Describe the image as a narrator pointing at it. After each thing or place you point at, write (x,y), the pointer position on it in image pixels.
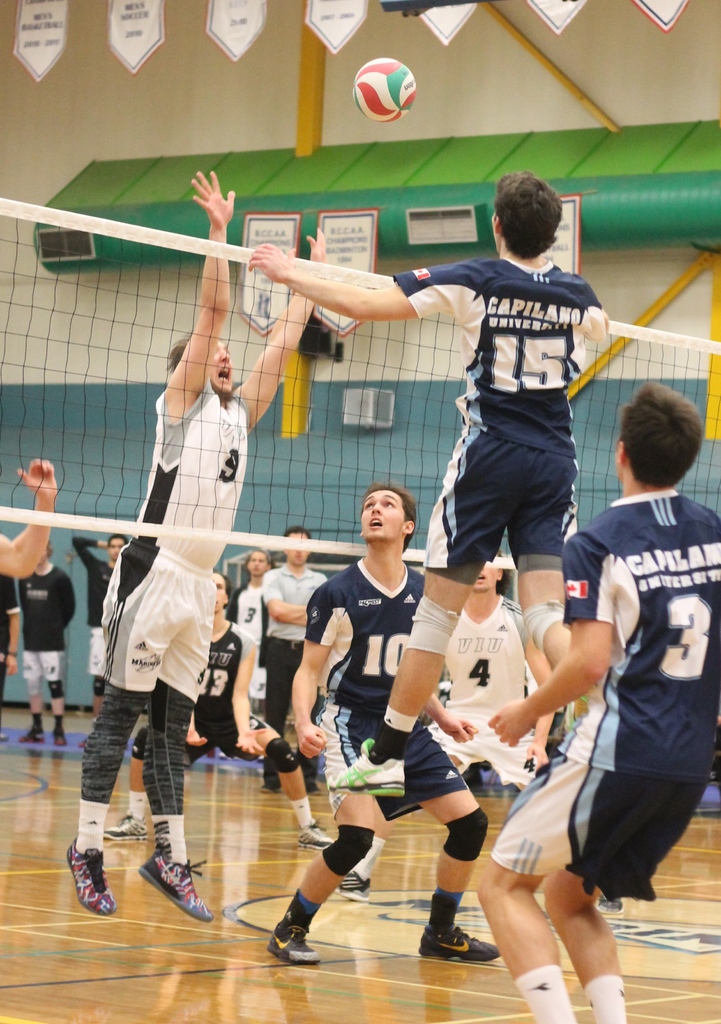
In this image we can see a few people (332,638), some of them are playing volleyball, there is a net (572,382), a ball (366,104), also we can see some papers (118,53) with text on it, there are posters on an object (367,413), there is an object (318,198) on the wall (224,107).
